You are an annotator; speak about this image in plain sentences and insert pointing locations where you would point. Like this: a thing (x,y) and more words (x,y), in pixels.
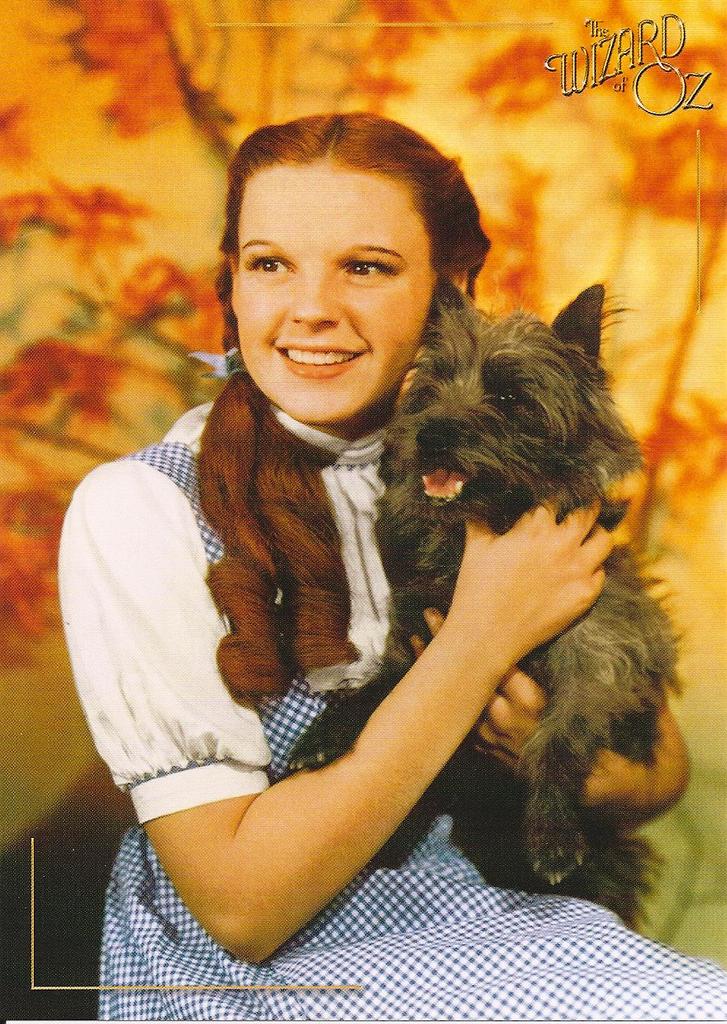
In this image we can see a girl (304,393) is holding a dog (452,522) in her hands (525,525). In the background (291,97) we can see designs (379,42) on a platform (593,201) and at the top (632,90) there are texts (662,69) written on the image.
